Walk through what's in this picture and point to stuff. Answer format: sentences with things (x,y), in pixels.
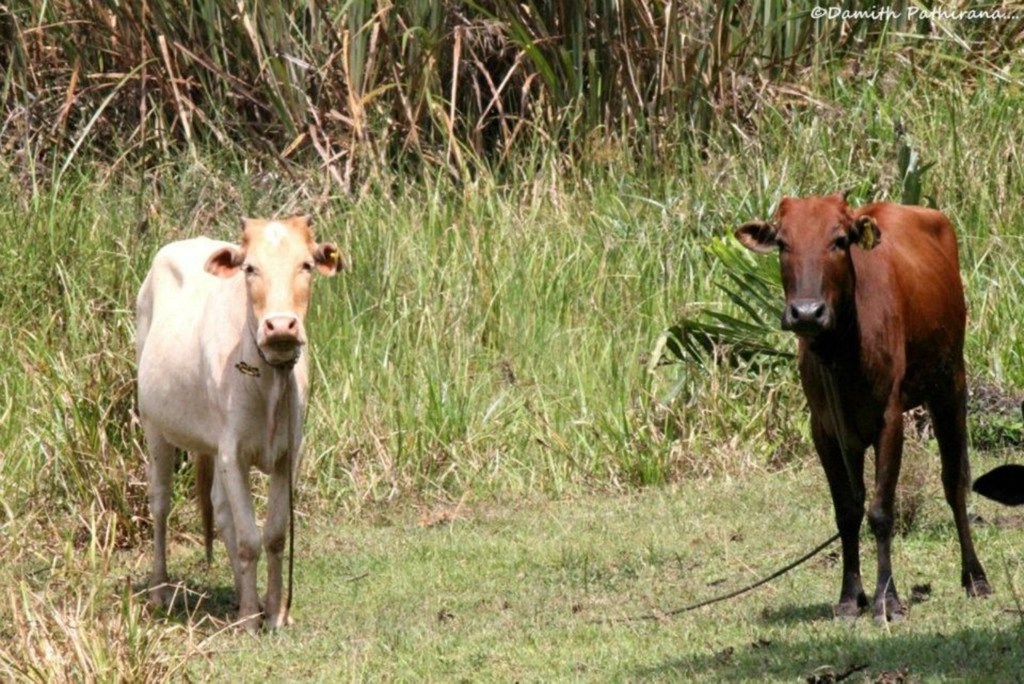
As we can see in the image there are plants (562,87), grass (551,232) and two cows (237,344). The cow (253,302) on the left side (236,299) is in white color and the cow (814,409) on right side (856,405) is in reddish color.
